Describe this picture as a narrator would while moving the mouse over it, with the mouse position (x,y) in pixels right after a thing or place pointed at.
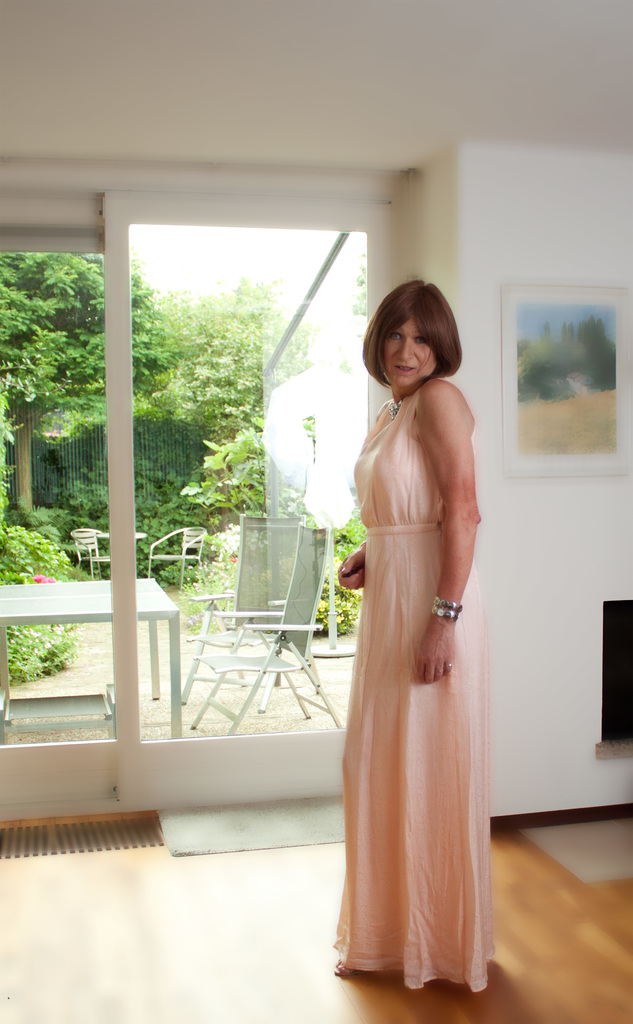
In the image there is a woman (416,514) standing in a room (541,641) and behind her there is a window (124,500) and behind the window (124,453) there is a table (38,620) and few chairs (238,649), there are many plants (178,390) and trees (43,303) around those chairs (221,597).
